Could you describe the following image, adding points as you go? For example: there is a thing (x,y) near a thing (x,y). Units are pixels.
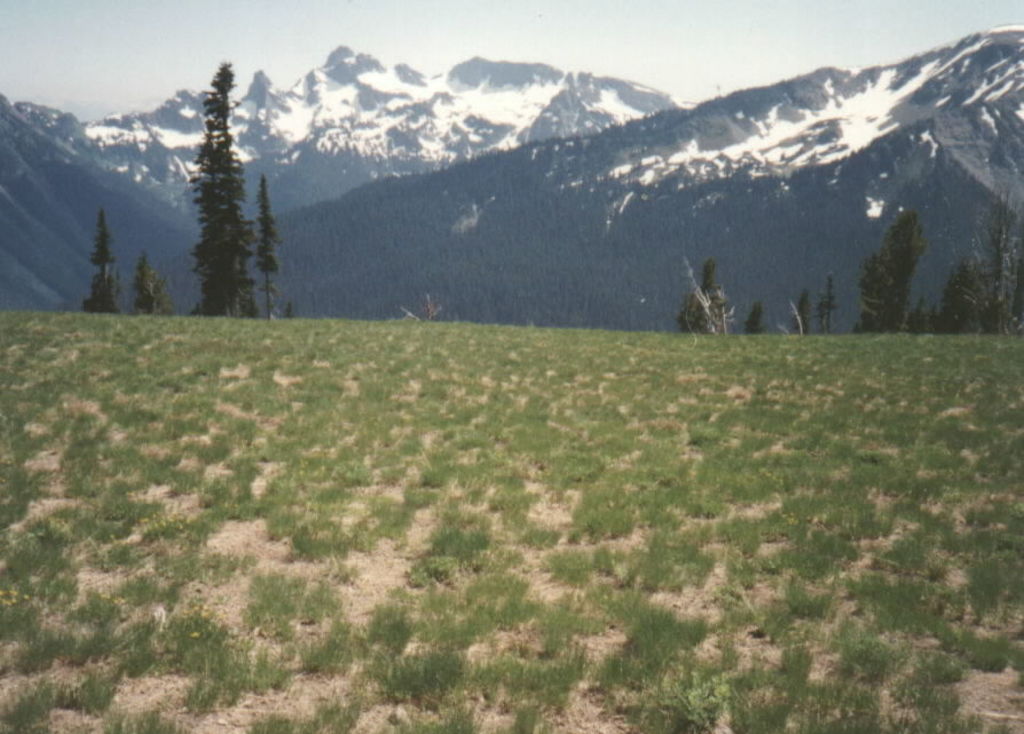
In this image we can see shrubs (759,440), mountains (603,111), trees (631,123) and sky (316,42).
